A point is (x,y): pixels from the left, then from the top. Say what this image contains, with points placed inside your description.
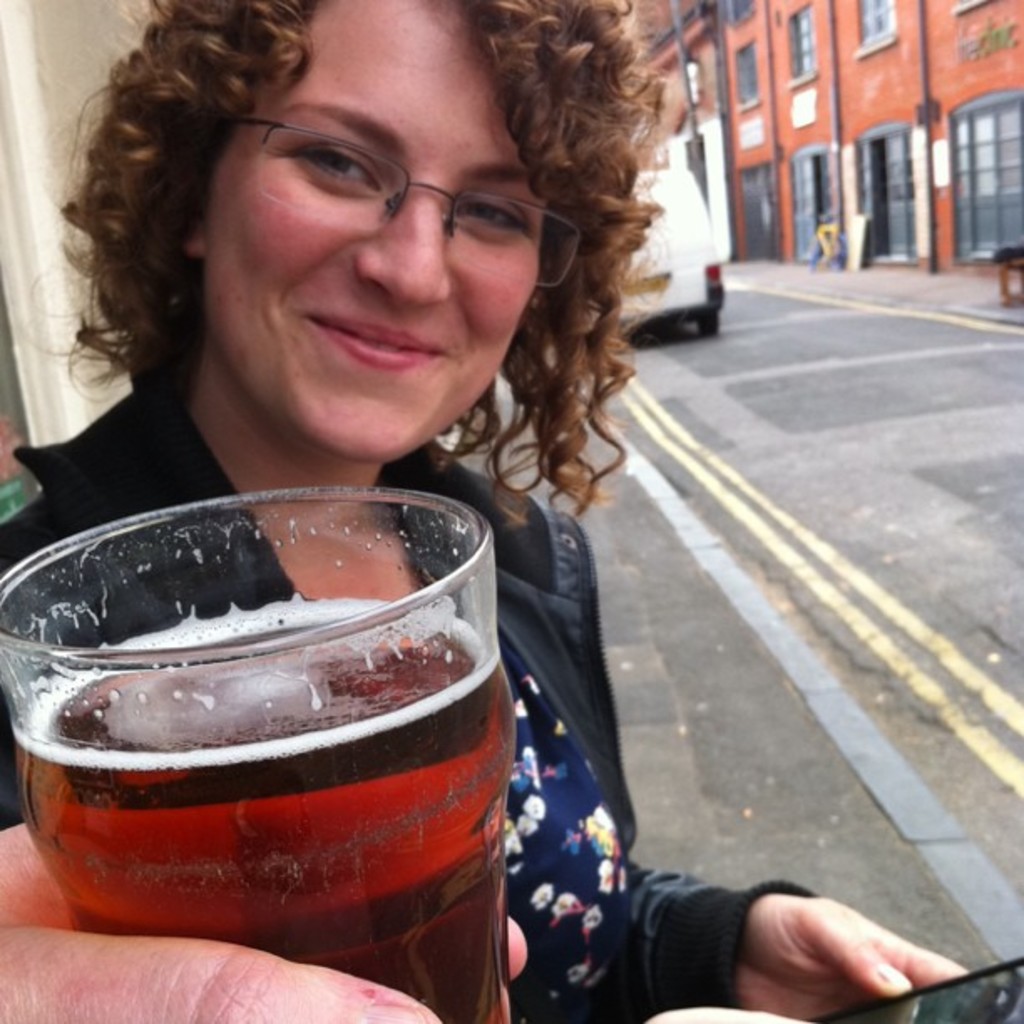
In this image I see a woman (587,959) who is smiling and she is holding a mobile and there is a glass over here. In the background (694,443) I see the van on the road (969,328) and buildings (712,107).
